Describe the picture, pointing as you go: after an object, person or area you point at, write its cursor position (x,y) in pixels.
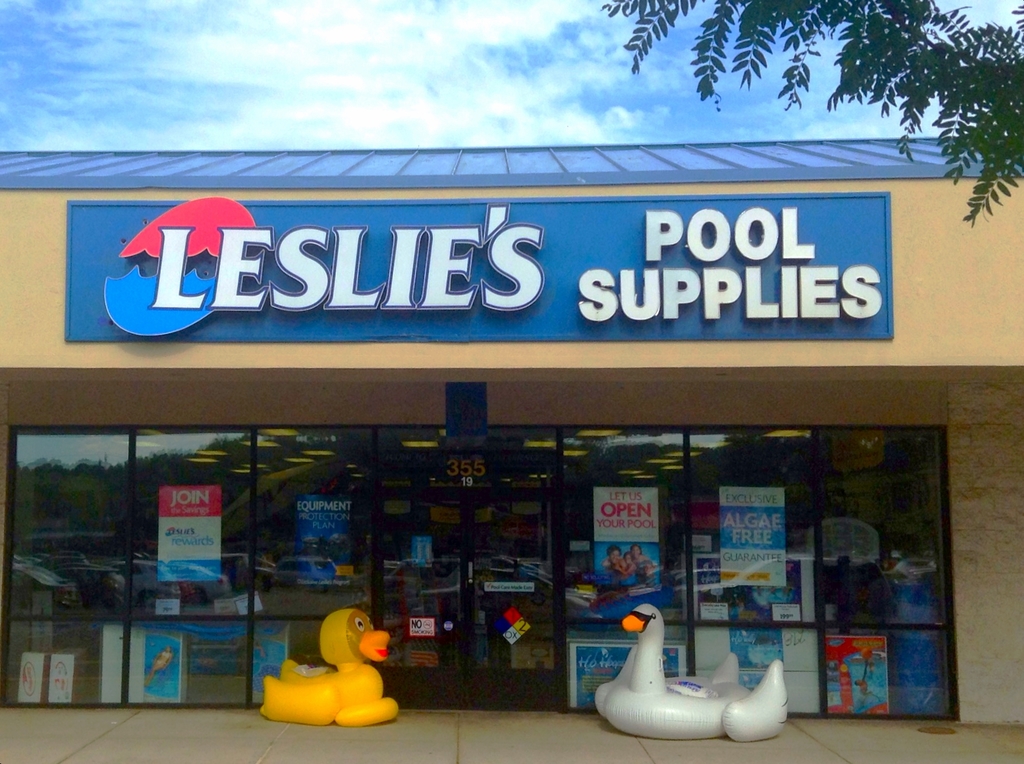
In this image, we can see a store (257,218) and there is some text (355,244) on the board (543,282) and we can see posts (327,572), toys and there are glass doors (441,604) and there is a tree (970,56). At the top (357,81), there are clouds (307,106) in the sky (515,65) and at the bottom (131,727), there is a road (104,742).
